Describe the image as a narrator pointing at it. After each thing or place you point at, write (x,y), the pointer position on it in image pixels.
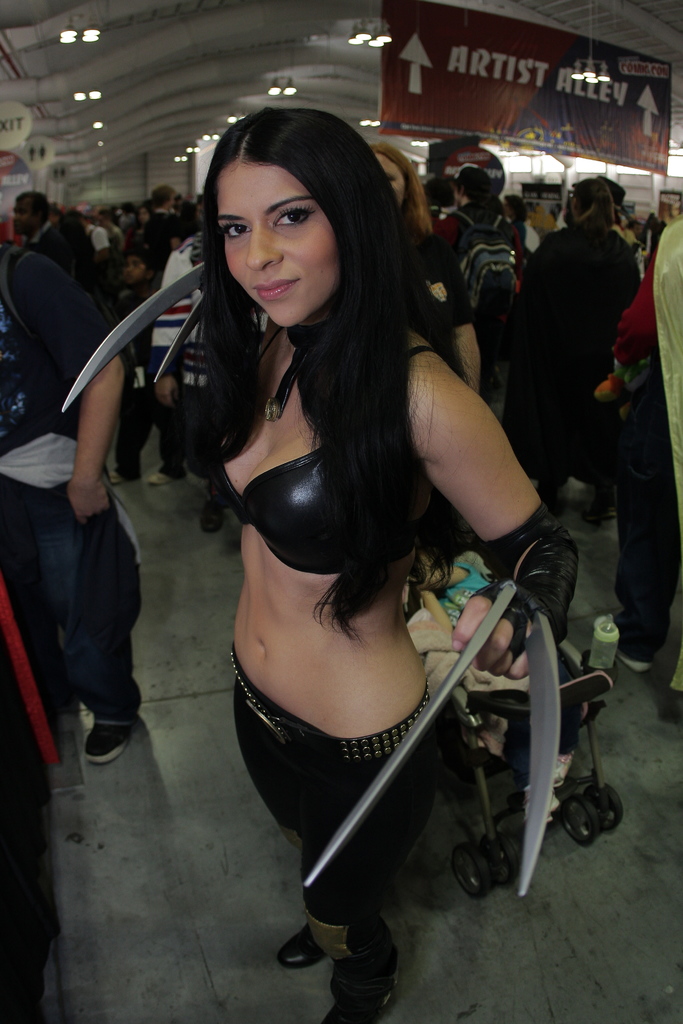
In this image we can see people (365,429) standing on the floor (243,785), baby pram (417,642), sign boards (419,58) and electric lights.
